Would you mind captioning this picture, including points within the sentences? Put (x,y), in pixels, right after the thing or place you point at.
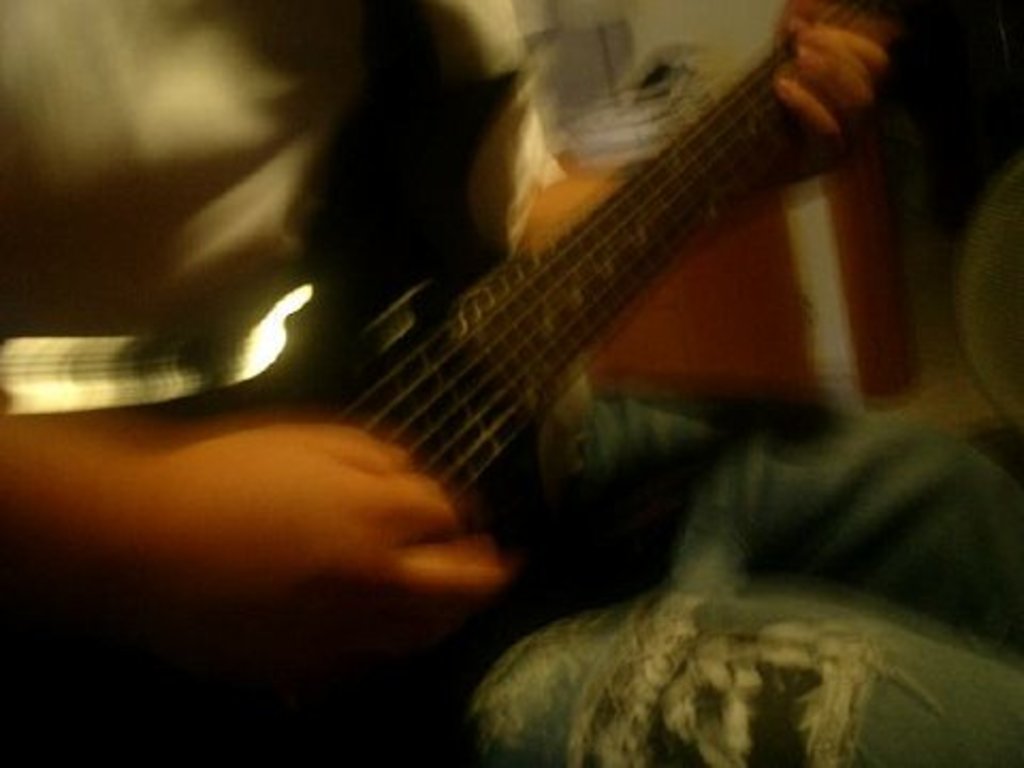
In this image a person (319,443) is holding a guitar (404,379). He is sitting. Background (730,324) is blurry.
